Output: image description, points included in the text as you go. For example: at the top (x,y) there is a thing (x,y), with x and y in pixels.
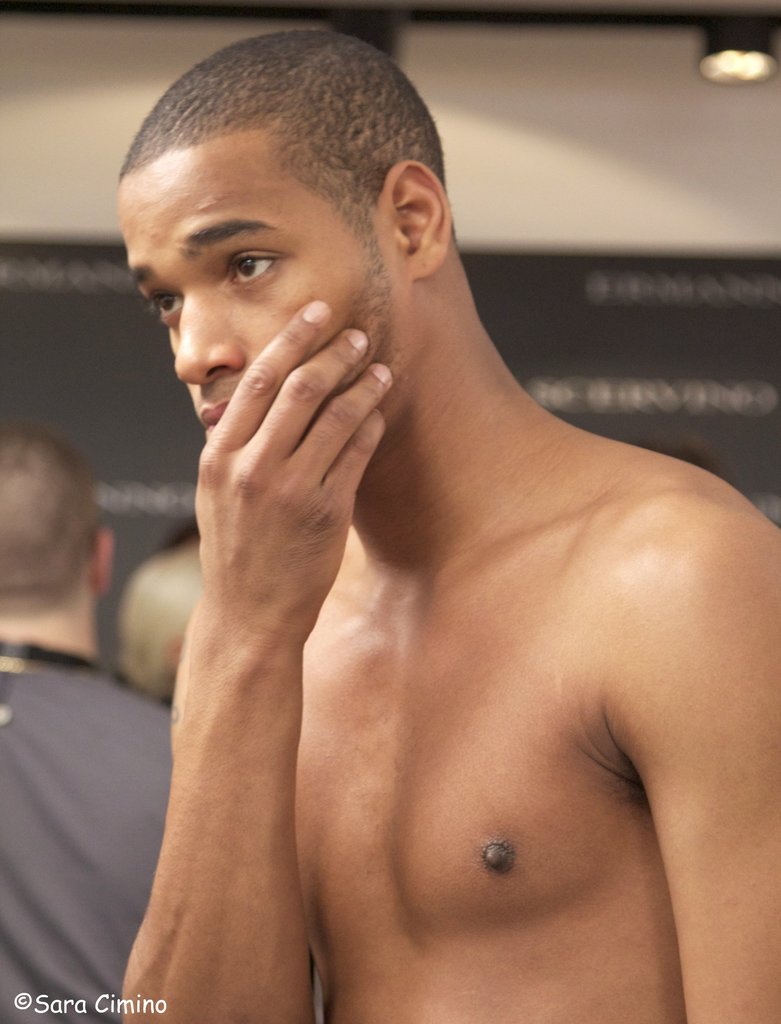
In the center of the image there is a person (130,964). In the background of the image (98,931) there are persons (147,787) standing.
